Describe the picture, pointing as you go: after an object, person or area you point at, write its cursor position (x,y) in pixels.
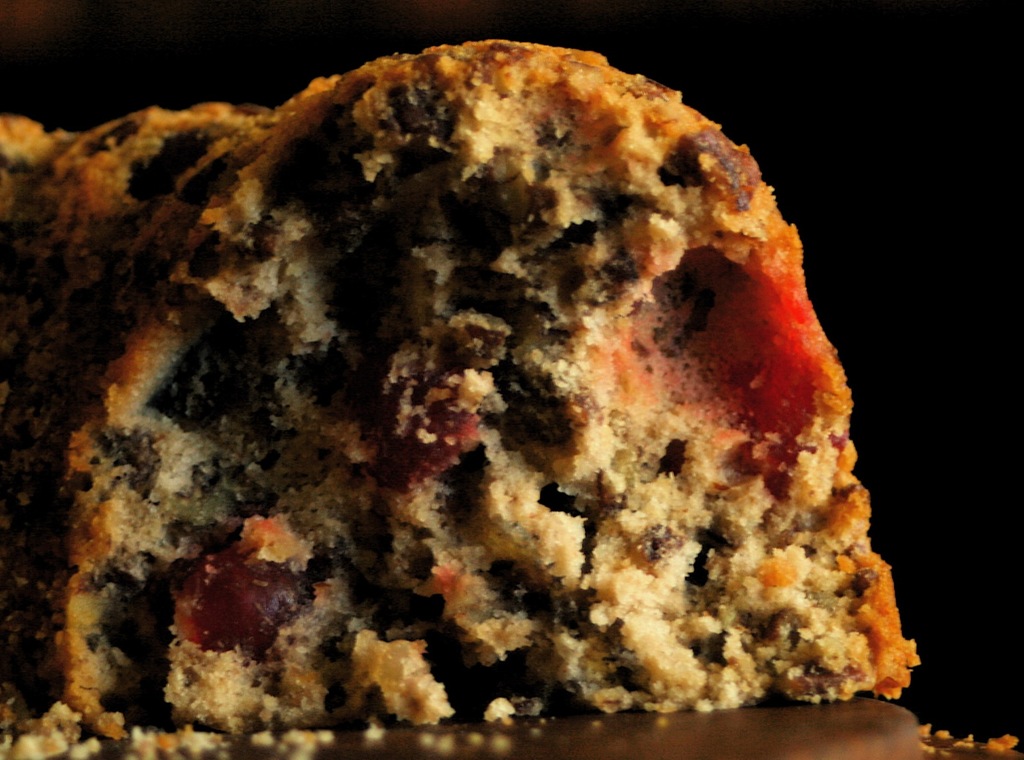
In this image we can see a food item (653,449) placed on a plate (884,701).
